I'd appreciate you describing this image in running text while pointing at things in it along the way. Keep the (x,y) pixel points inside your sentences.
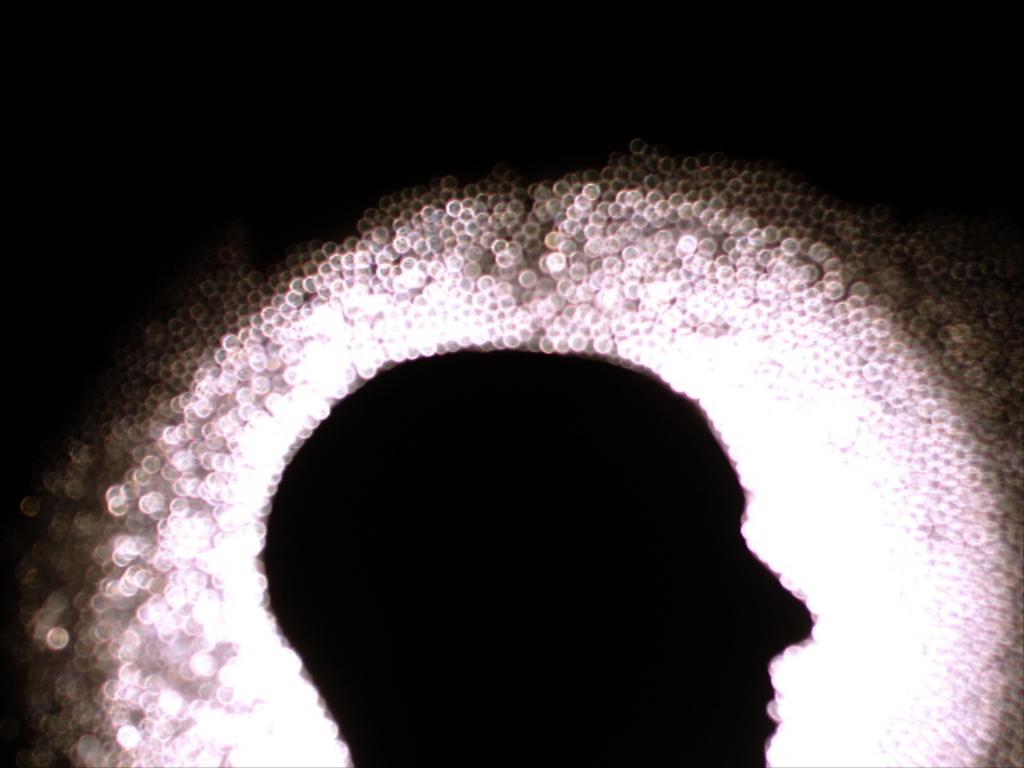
In this picture we can see a person face (392,660), lights (655,192) and in the background (462,61) it is dark.
